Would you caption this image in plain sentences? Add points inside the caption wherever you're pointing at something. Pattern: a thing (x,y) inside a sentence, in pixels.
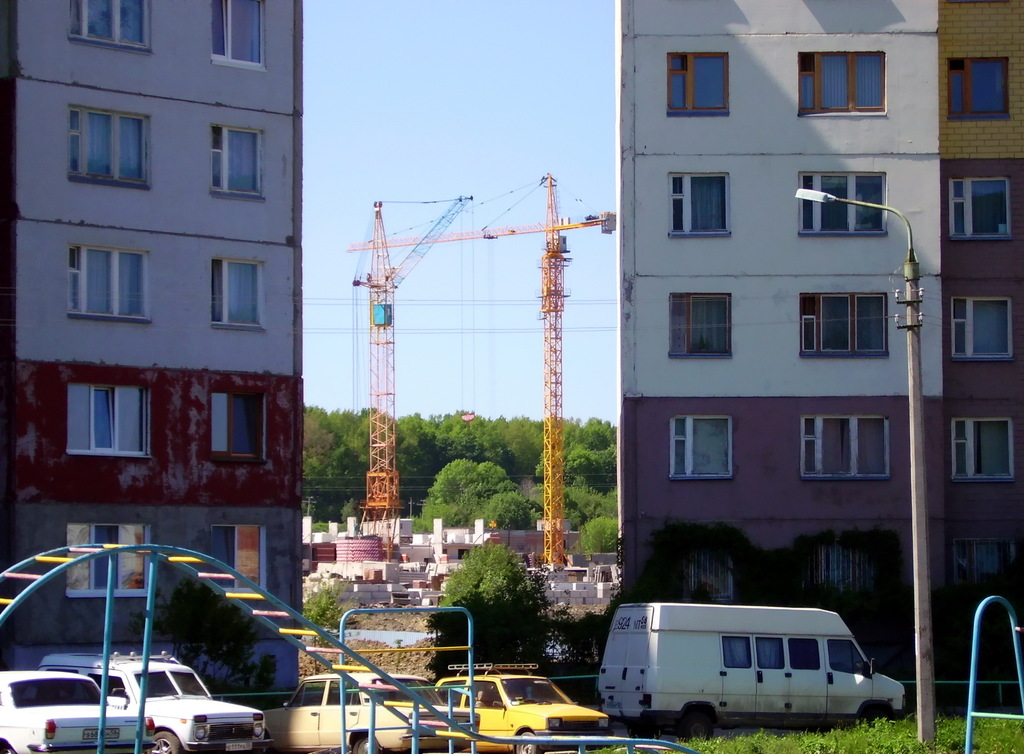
In the center of the image (384,392) we can see construction cranes (376,410). On the right (980,26) and left of the image (23,524) we can see buildings (70,351). On the right side (928,572) there is a street light (916,584). At the bottom (647,623) we can see vehicles (750,681). In the background (356,370) there is a sky (348,114) and trees (513,423).
